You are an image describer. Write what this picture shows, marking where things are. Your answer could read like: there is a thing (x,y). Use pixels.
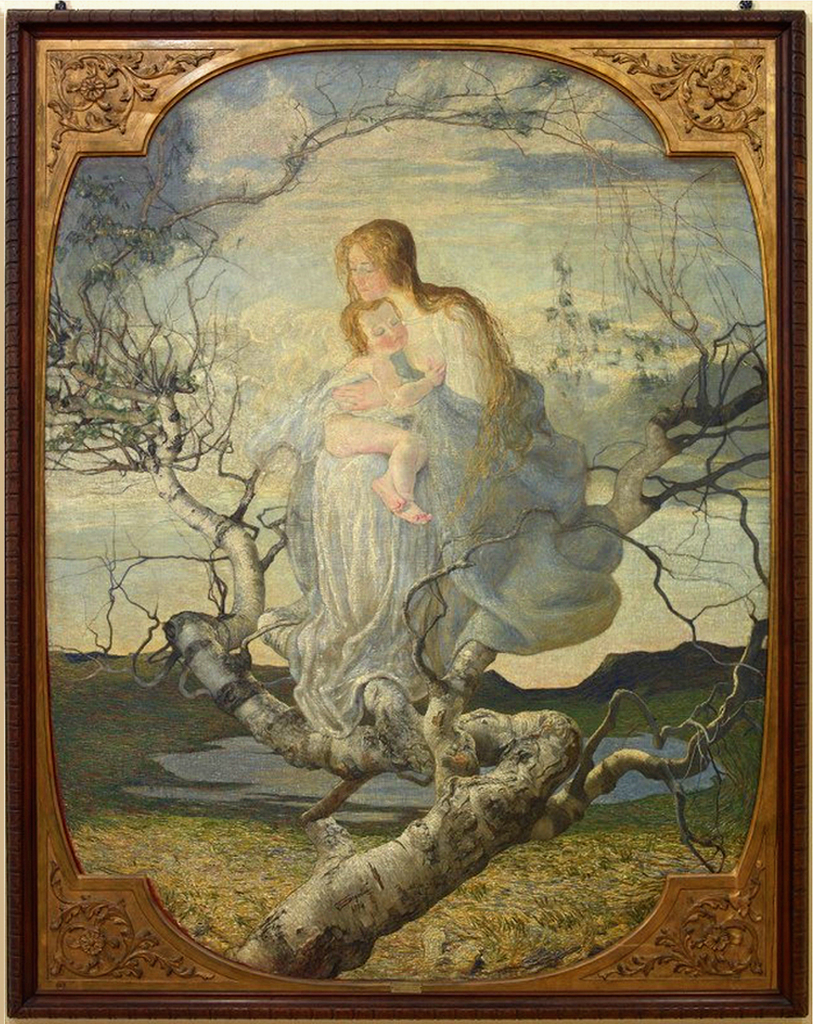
In the image I can see a frame (765,179) in which there is the picture (389,518) of a lady (387,591) who is carrying the baby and sitting on the tree stem (436,724) and also I can see the cloudy sky (97,591).
